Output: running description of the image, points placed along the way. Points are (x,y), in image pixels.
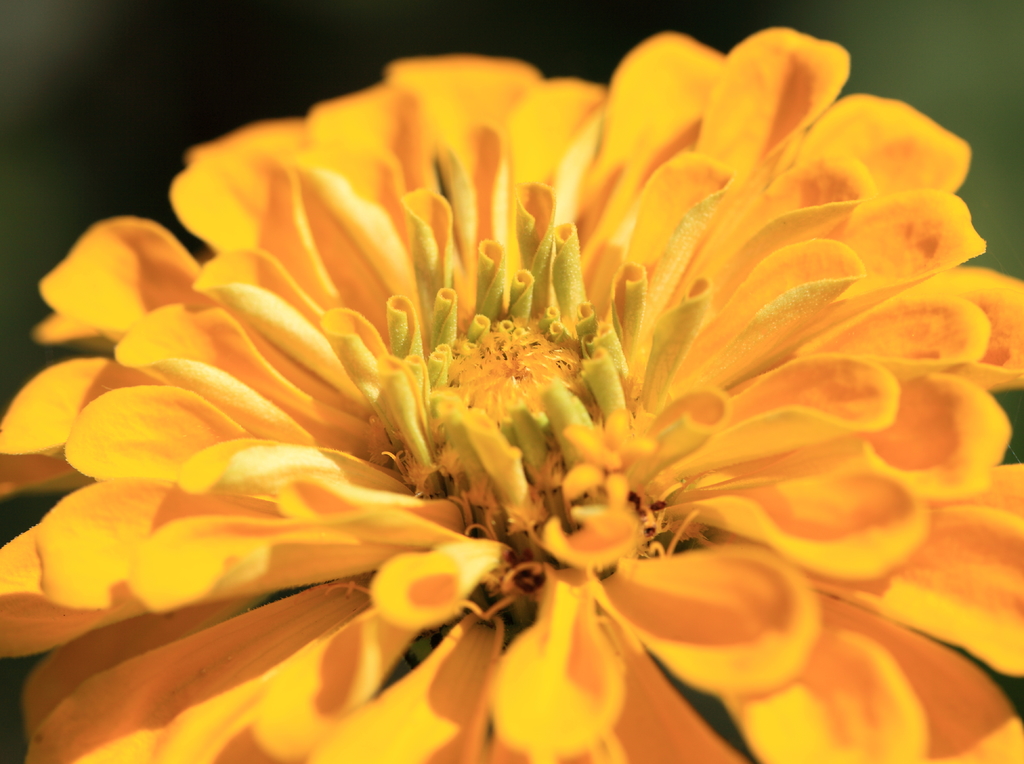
In this image there is a yellow flower (446,379).
